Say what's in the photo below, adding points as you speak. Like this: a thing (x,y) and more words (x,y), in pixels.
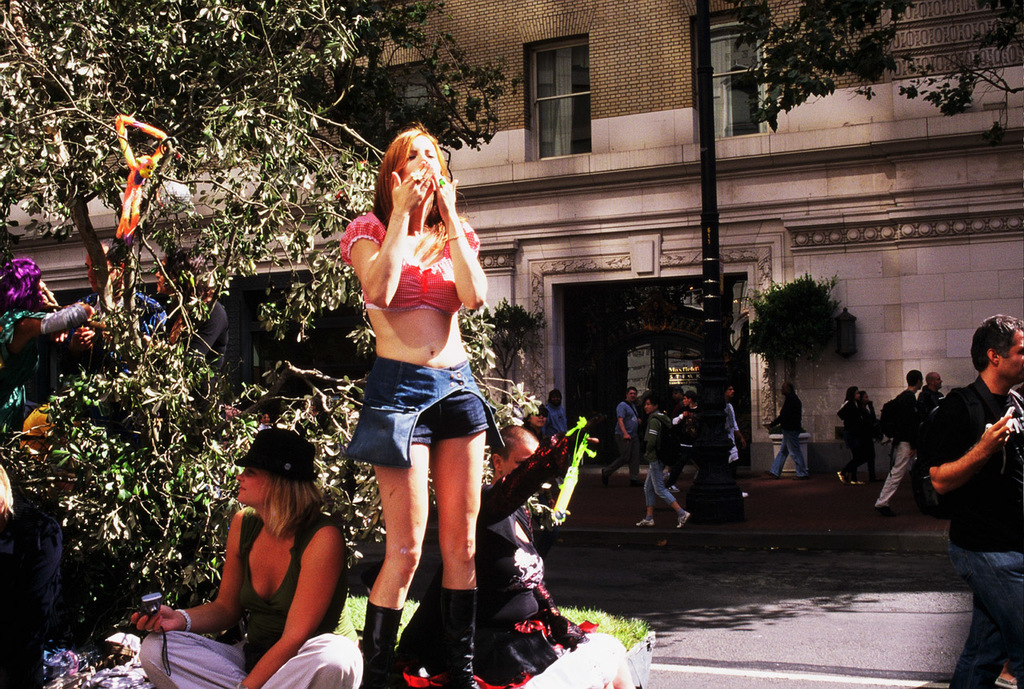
In the background (635,124) there is a building (998,165). Here these are plants (801,304) near to the building (682,319). Here we can see people (967,433) walking, standing and sitting. This is a tree (241,272) and we can see a monkey toy (126,198). This is a road (731,634). Here we can see a pole (715,238) in black color.
